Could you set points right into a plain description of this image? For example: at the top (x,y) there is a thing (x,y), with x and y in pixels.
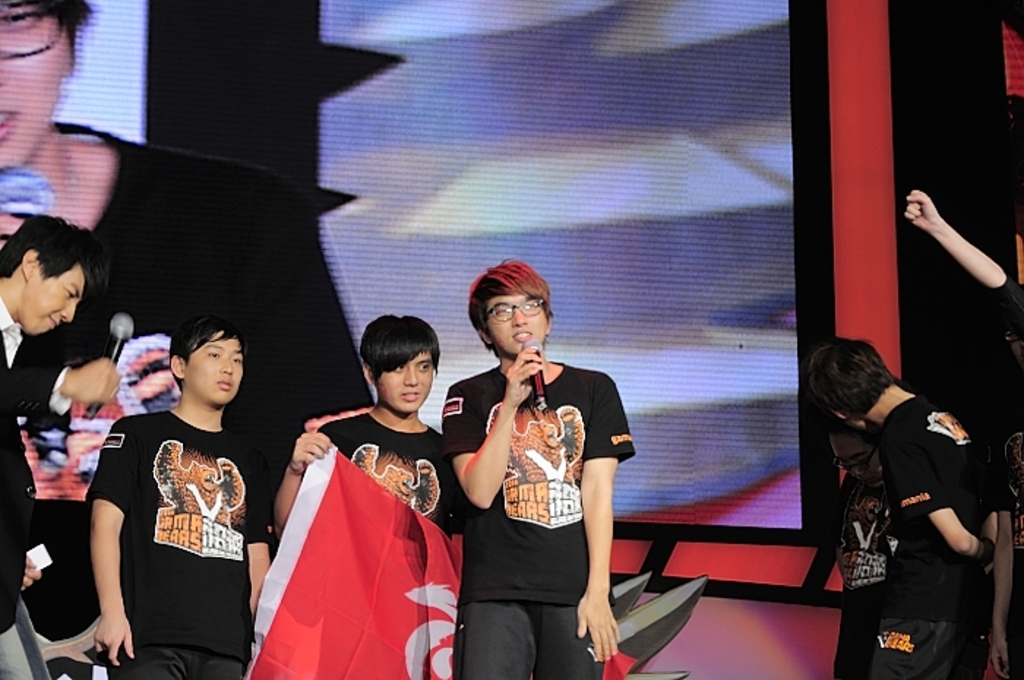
In this picture, we see six people (960,575) are standing. The man (504,488) in the middle (564,370) is holding the microphone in his hand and he is talking on the microphone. Beside him, we see a man (375,415) is holding the red color banner (411,555) in his hands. On the left side (107,359), we see the man (93,395) is holding a microphone (91,409). On the right side (866,423), we see two people (948,512) are standing and we see the hand (920,222) of the person (1010,331). In the background (752,620), we see a wall (772,607) and the screen (389,60) which is displaying the image (87,169) of the man (81,156) who is holding the microphone (32,200).
